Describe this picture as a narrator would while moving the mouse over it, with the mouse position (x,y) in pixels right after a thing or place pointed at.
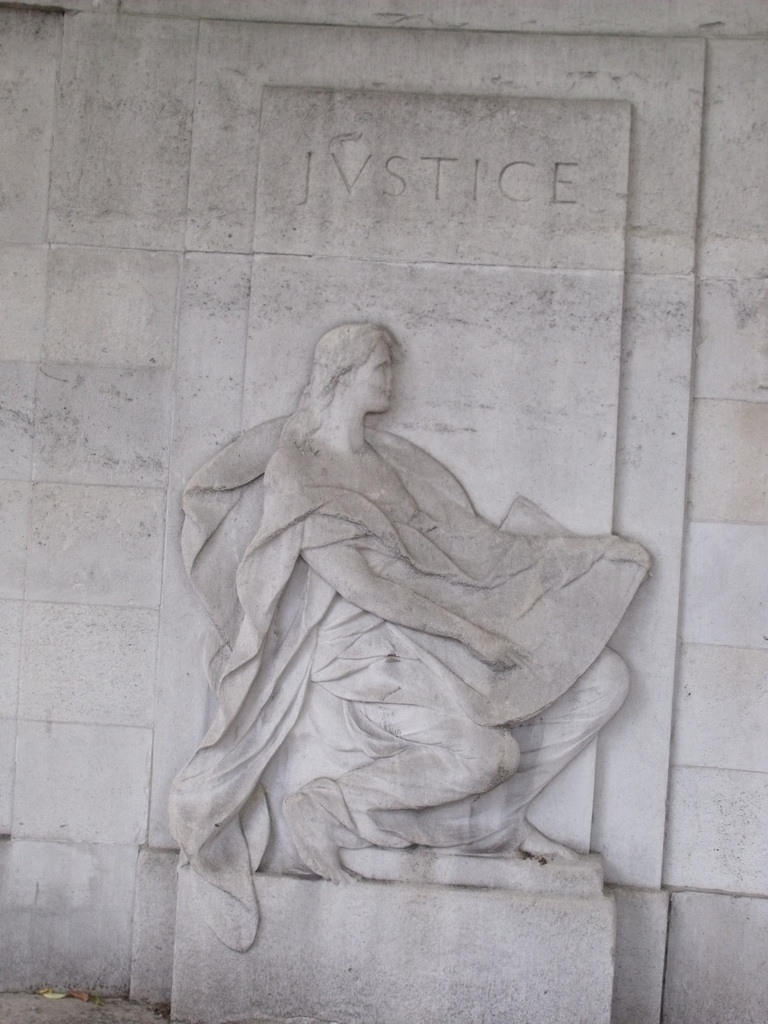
We can see stone carving (265,827) on a wall (354,222).
